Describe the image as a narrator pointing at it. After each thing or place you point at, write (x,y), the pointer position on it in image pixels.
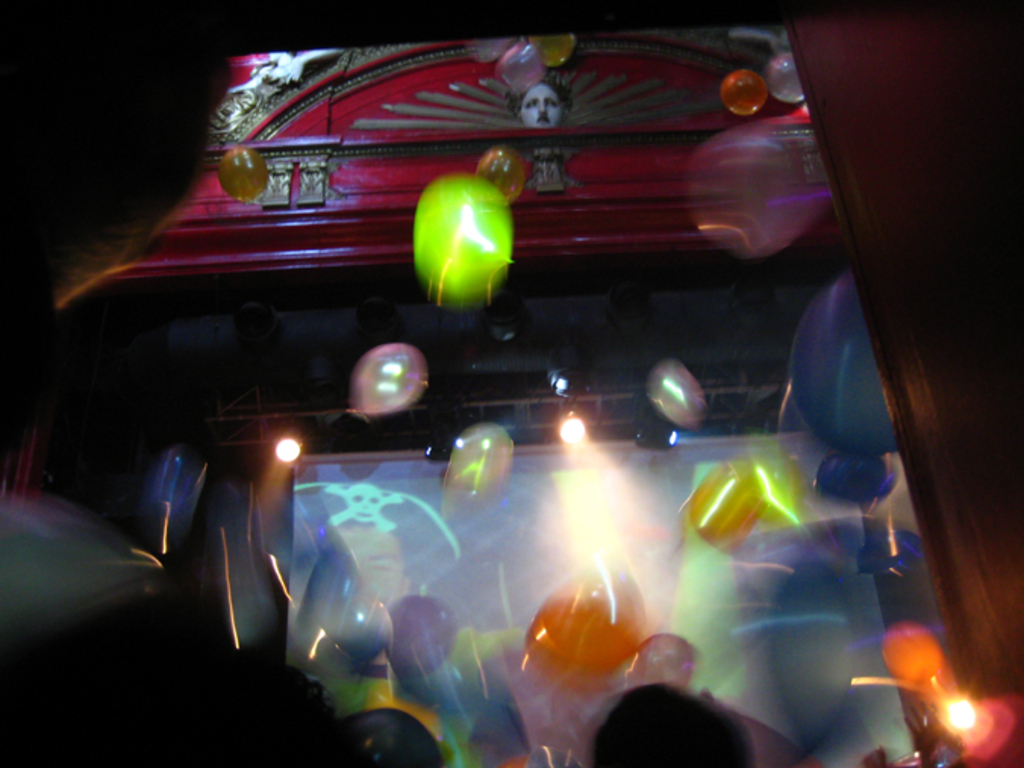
In this image we can see the stage (509,471) with a screen (419,547) and there are some objects (677,656) which looks like balloons (524,57).
